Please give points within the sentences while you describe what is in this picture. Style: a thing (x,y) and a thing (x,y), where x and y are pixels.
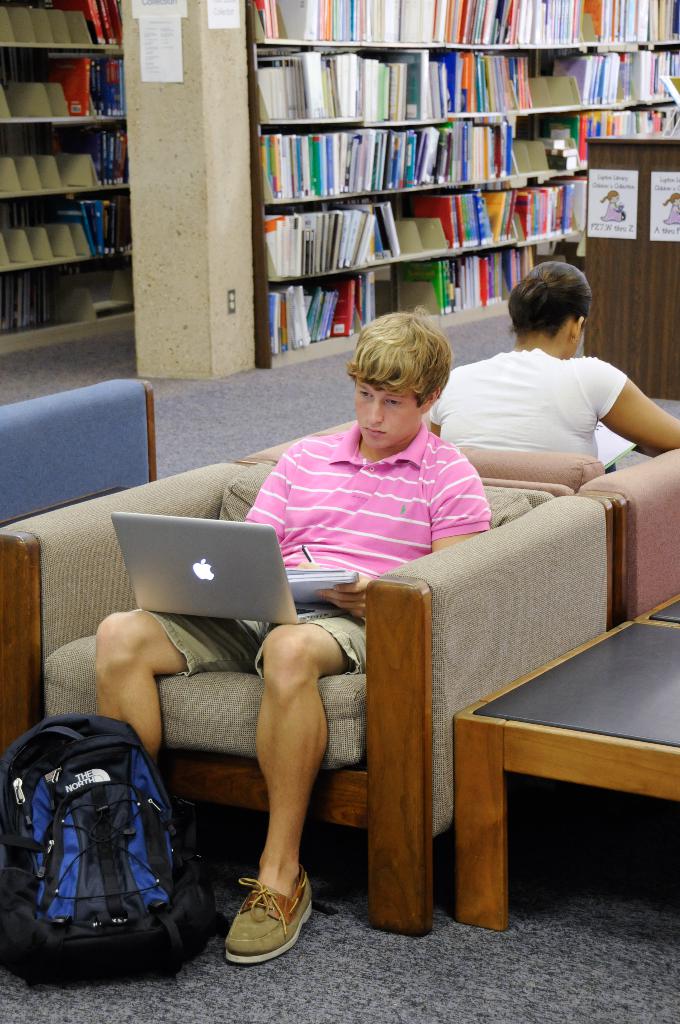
Here we can see two people (489,396) sitting on chairs (468,541) and the man (368,494) in the front (365,506) is having a laptop (250,607) in his hand (330,598) and the person (507,419) behind him is reading a book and there is a bag (116,725) in front of the man (368,535) and besides them there is a table (624,694) and behind them we can see bookshelves (339,125).
